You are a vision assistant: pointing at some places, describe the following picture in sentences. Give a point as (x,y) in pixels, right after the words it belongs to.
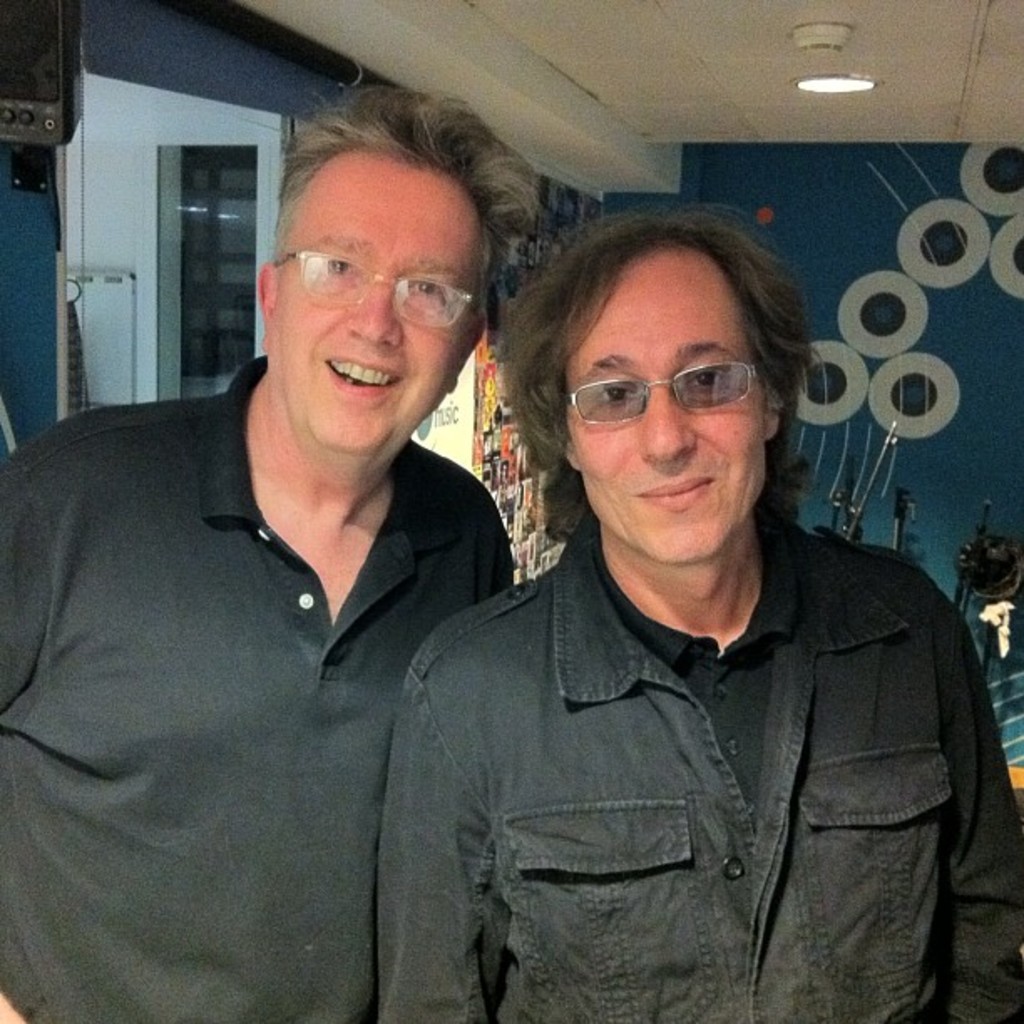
In the center of the image (426,510) there are two persons (84,1011) standing. There are wearing black color dress (466,541) and spectacles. In the background of the image (756,157) there is a wall (956,218).
